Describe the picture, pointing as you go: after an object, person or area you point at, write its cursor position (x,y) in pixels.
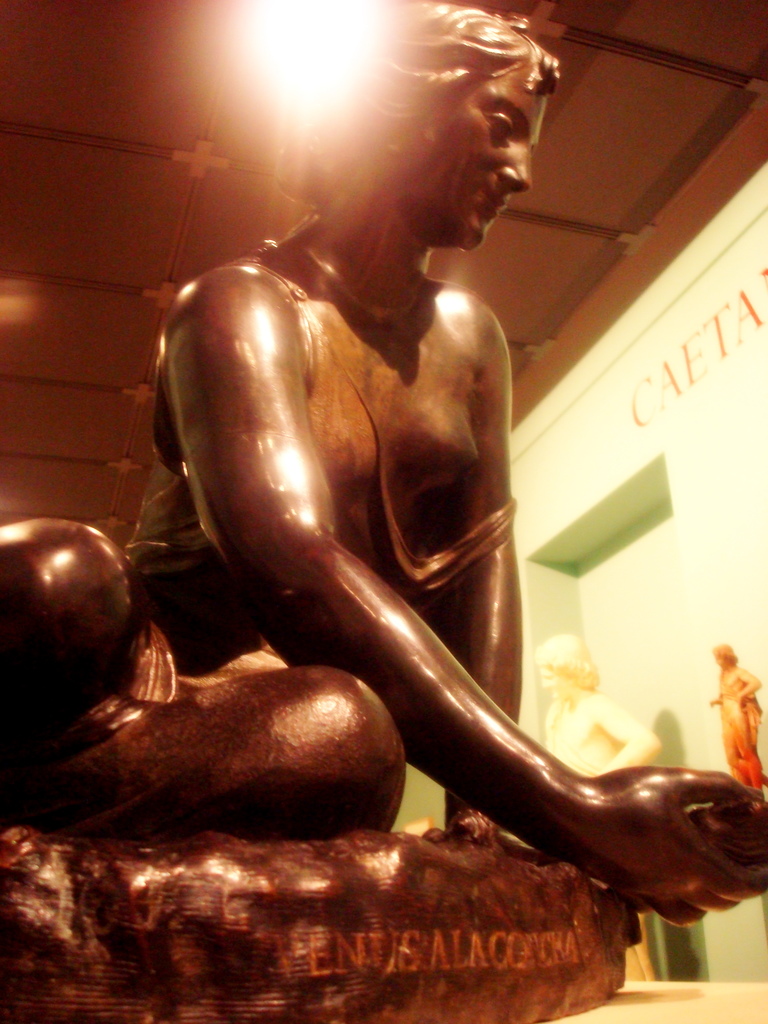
In this image we can see the depiction of a woman (289,524) and some text (333,946) on it, behind that there is an another statue (579,733) in front of the wall (644,423) with some text (667,366) and an image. At the top of the image (146,175) there is a ceiling (255,203).
